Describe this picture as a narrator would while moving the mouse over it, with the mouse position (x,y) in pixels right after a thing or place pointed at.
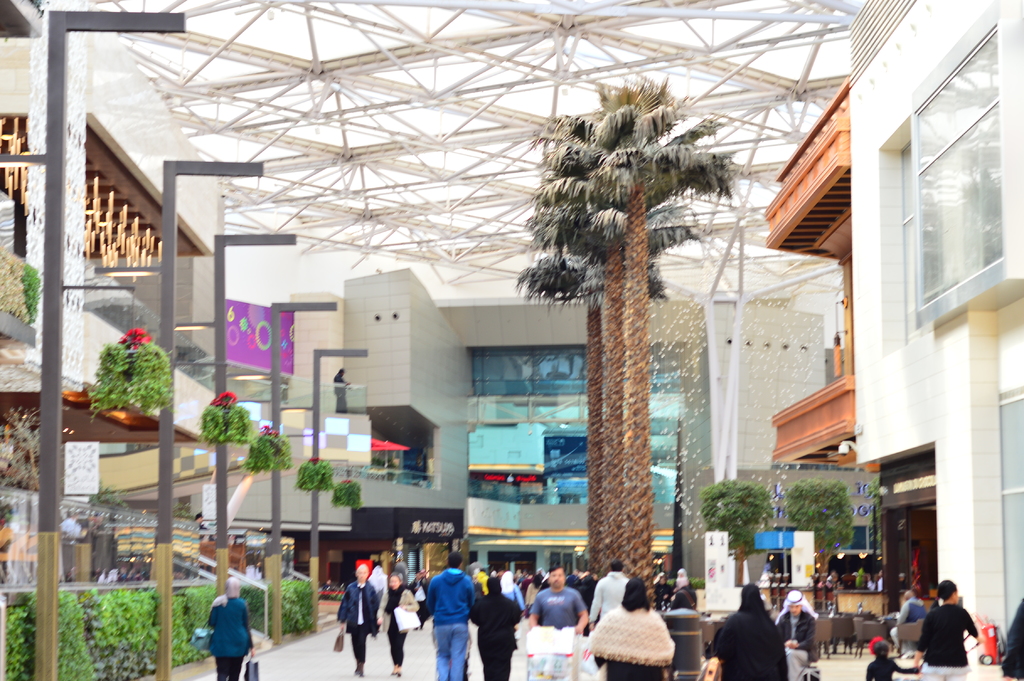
In this image I can see number of persons (557,582) are standing on the ground (374,647), few trees (643,341), few plants (208,420) and few flowers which are red in color. I can see few metal poles (119,23), few buildings (182,333) and few lights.
